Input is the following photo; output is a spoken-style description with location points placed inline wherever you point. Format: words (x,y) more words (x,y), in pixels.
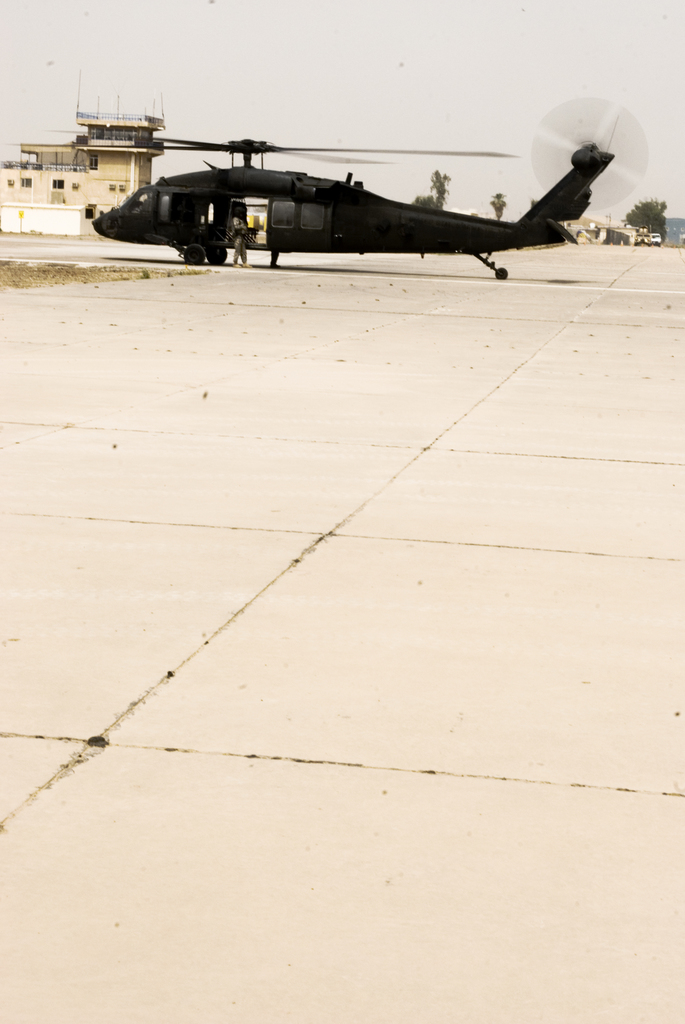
In this image there is a ground (504,375) in that ground (523,304) there is helicopter (407,222), in the background (127,193) there is a building (127,144), trees (435,185) and a sky (563,85).
